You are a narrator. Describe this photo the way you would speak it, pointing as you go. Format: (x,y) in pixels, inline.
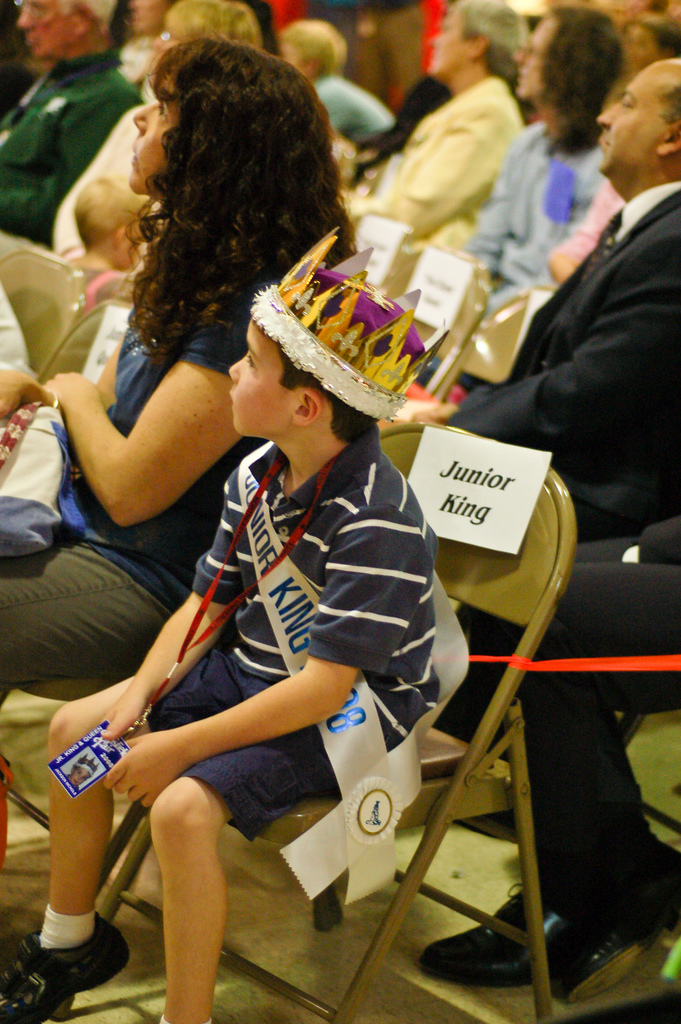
In this image we can see people (246,477) sitting. The boy (346,536) sitting in the center (296,354) is wearing a crown (366,386).
